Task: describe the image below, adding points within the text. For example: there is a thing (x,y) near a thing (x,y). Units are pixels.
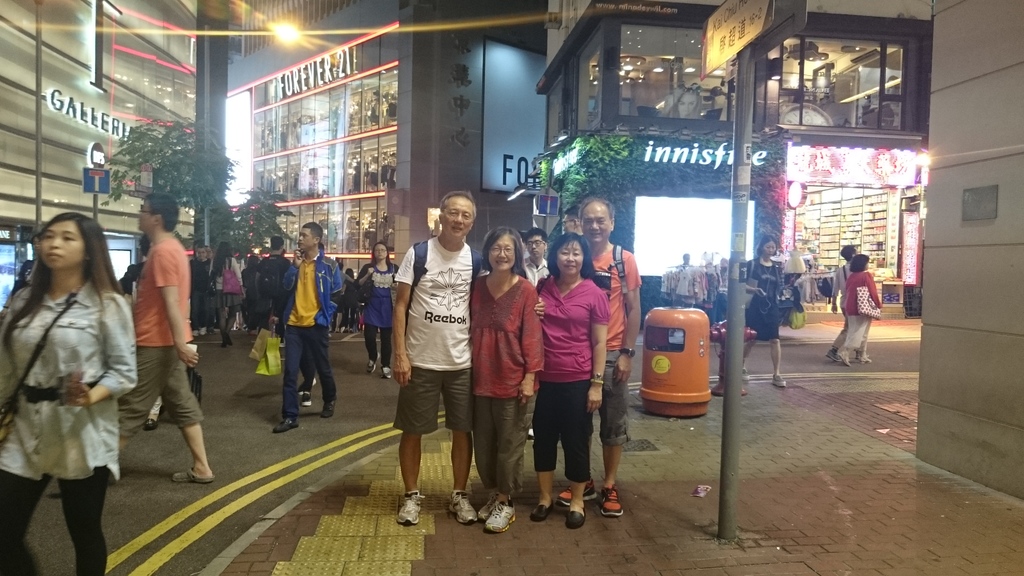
The image is taken on streets (876,422). In the foreground of the picture (70,308) there are group of people (628,403), dustbin (682,360), board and other objects (718,332). In the background (448,119) there are trees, buildings (317,66), light (273,26), banners (787,175), text (286,77) and various objects (824,209). On the right (993,241) it is wall (981,389).
